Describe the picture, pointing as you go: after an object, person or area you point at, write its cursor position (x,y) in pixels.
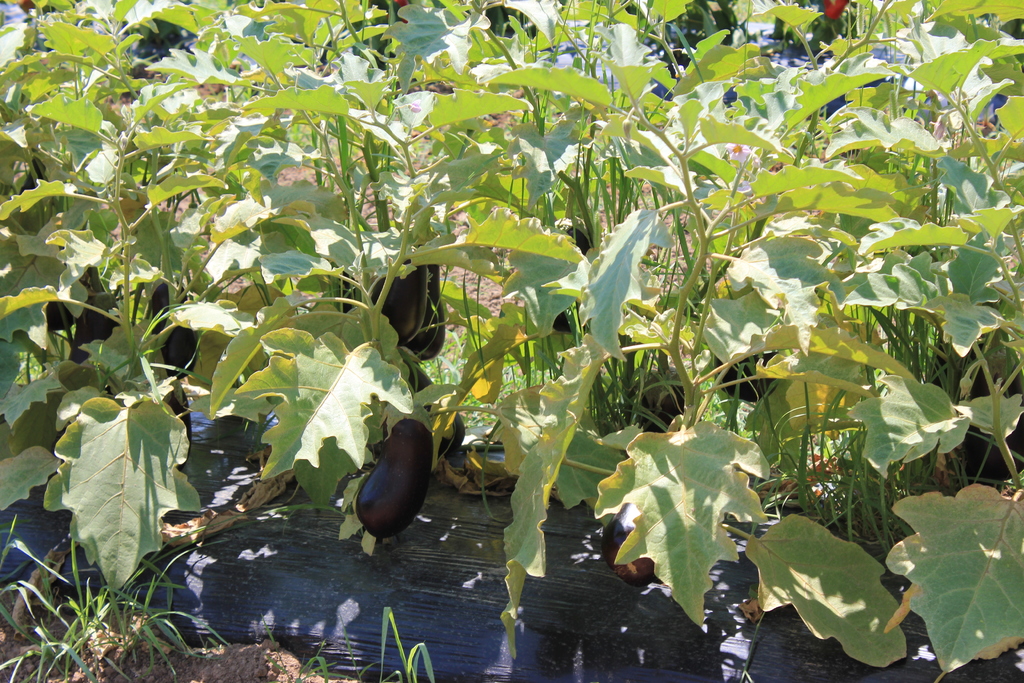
We can see brinjal plants (542,142) with brinjals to it on the ground (237,671). At the bottom (367,618) there is a cover (340,630) on the ground (315,676). In the background (802,57) at the top (825,59) we can see a cover (878,56) on the ground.
